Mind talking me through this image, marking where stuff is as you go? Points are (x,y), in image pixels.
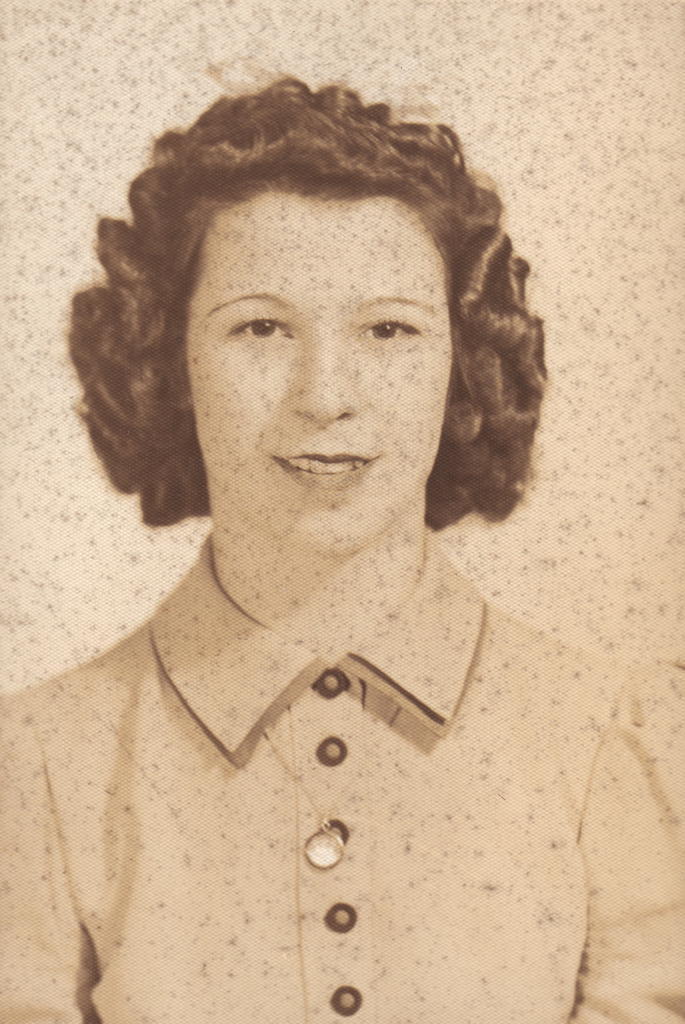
In this image we can see a woman (392,698) and a cream color background (601,153).
